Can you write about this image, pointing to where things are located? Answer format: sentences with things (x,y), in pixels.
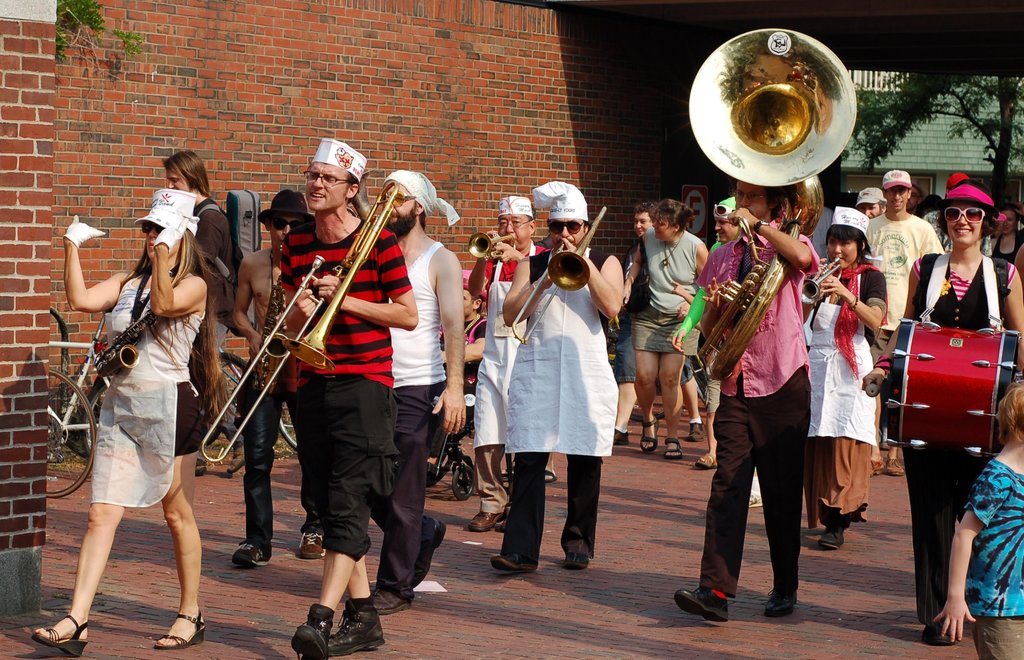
Here we can see a group of people (970,189) who are holding a musical instruments (757,290) in their hand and playing a music. In the background (434,106) we can see a brick wall (537,80) and a tree (956,118).
